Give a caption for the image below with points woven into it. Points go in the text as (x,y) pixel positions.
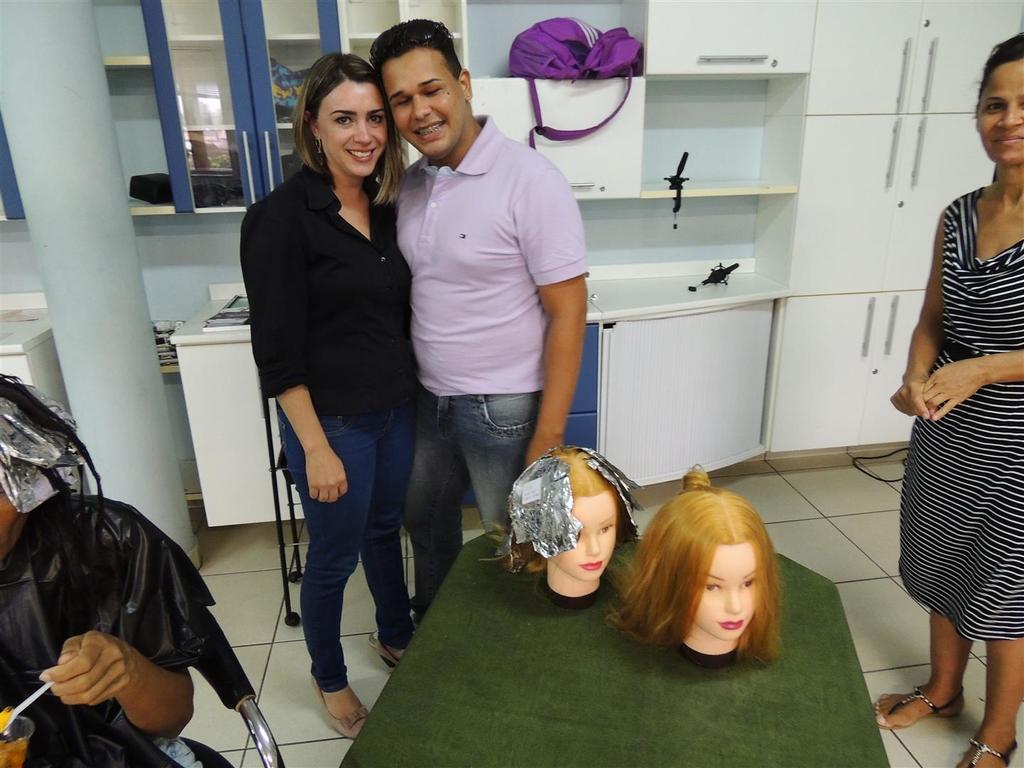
In this picture we can see some objects (677,629) on the table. We can see a person (70,628) sitting on a chair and holding an object (2,765). There are three people (538,173) standing and smiling. We can see some objects (151,197) on the shelves (700,190) and a few objects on the desk (720,297). There are cupboards (795,303) and other objects (151,416).
